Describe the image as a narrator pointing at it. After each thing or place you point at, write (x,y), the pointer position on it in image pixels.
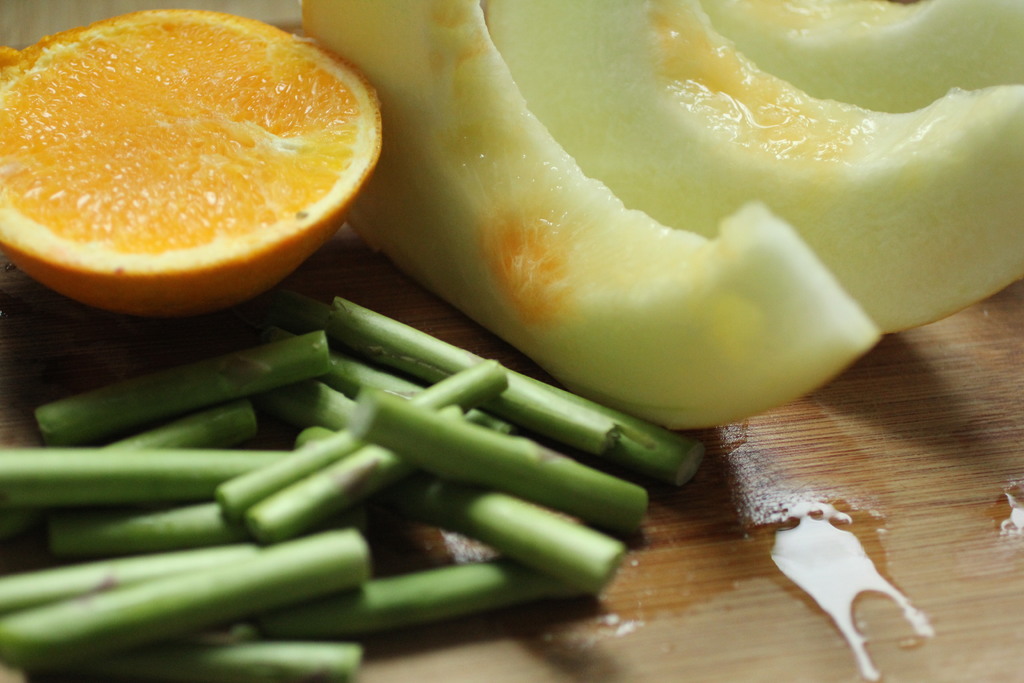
In the image we can see there are fruits (527,100) cut into pieces (178,99) and kept on the table (647,545).
